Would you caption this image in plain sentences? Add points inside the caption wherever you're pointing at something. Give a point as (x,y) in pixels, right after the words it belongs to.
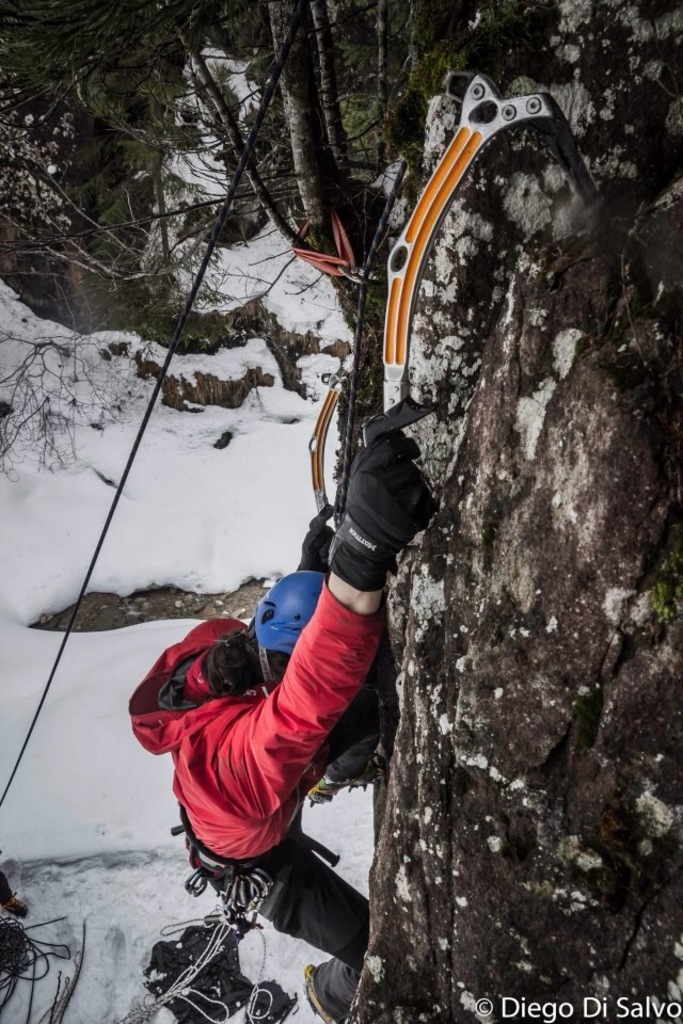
In this picture there is a man (353,659) who is wearing helmet (273,634), jacket (290,729), gloves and shoe (333,1017). He is holding snow hammer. In the background (31,119) i can see many trees (3,142) and snow (329,330). In the bottom right corner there is a watermark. At the top (252,128) i can see many trees (377,104). On the left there is a black rope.
